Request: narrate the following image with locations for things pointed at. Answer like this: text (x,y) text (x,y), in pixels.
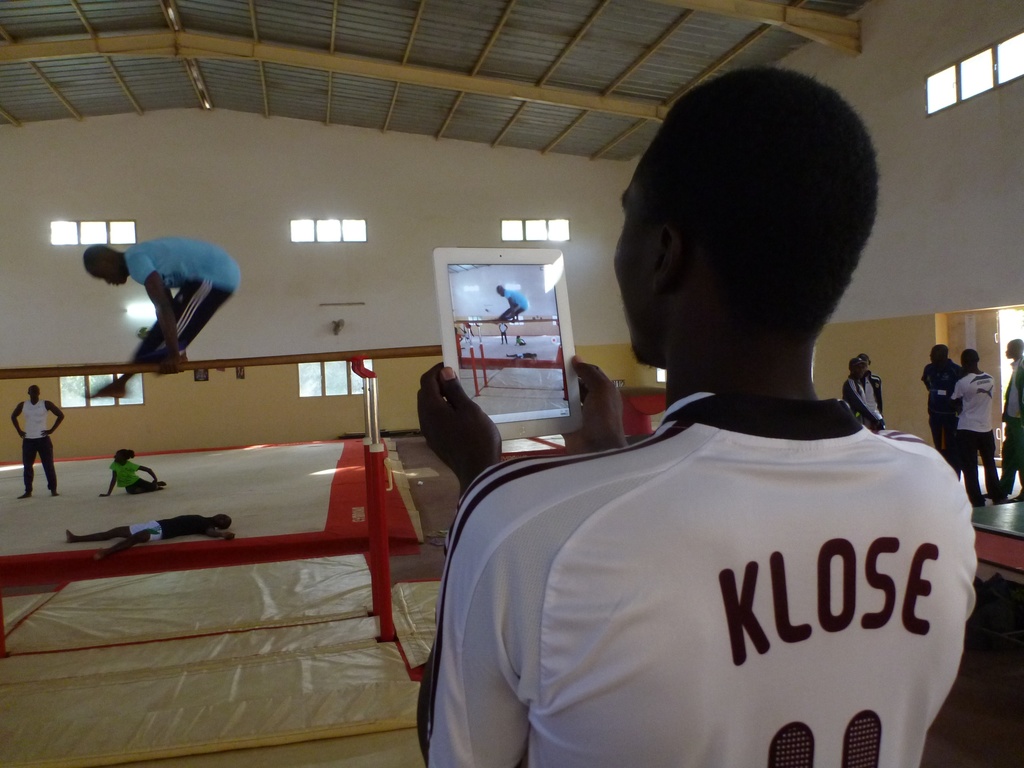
In this image there is a man (713,525) taking the video with an ipad (509,371). In front of him there is a man (203,293) jumping in the air over the wooden stick (199,363). At the top (295,74) there are asbestos sheets (346,96). It looks like it is a hall (217,201). At the bottom (231,662) there is a mat (279,529) on which there is a man (180,528) lying on it. On the right side (989,58) there are windows (973,68) to the wall (197,342).
